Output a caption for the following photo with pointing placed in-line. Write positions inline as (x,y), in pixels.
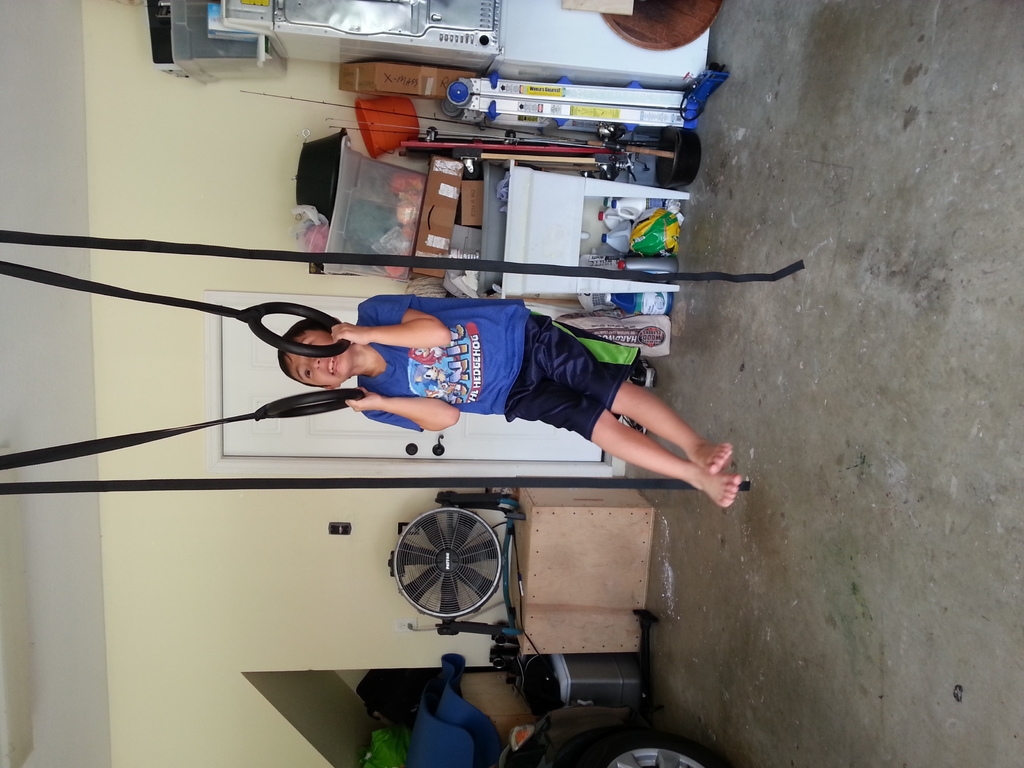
In this image we can see a boy (538,327) holding rings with his hands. Here we can see a fan (437,539), box (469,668), bags (377,763), bottles (648,260), baskets (395,241), and few objects (642,140). In the background (135,132) there is a wall (350,594).
